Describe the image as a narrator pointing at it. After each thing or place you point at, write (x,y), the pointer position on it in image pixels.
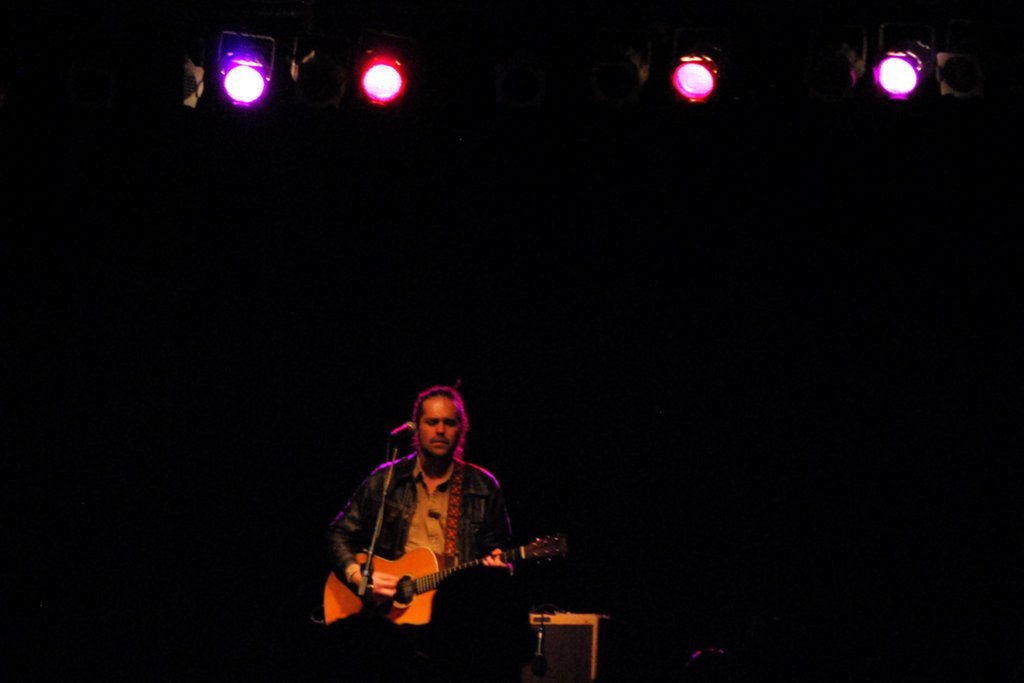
A man (431,506) is playing a guitar (416,555) with a mic (405,430) in front of him on a stage (235,640).
